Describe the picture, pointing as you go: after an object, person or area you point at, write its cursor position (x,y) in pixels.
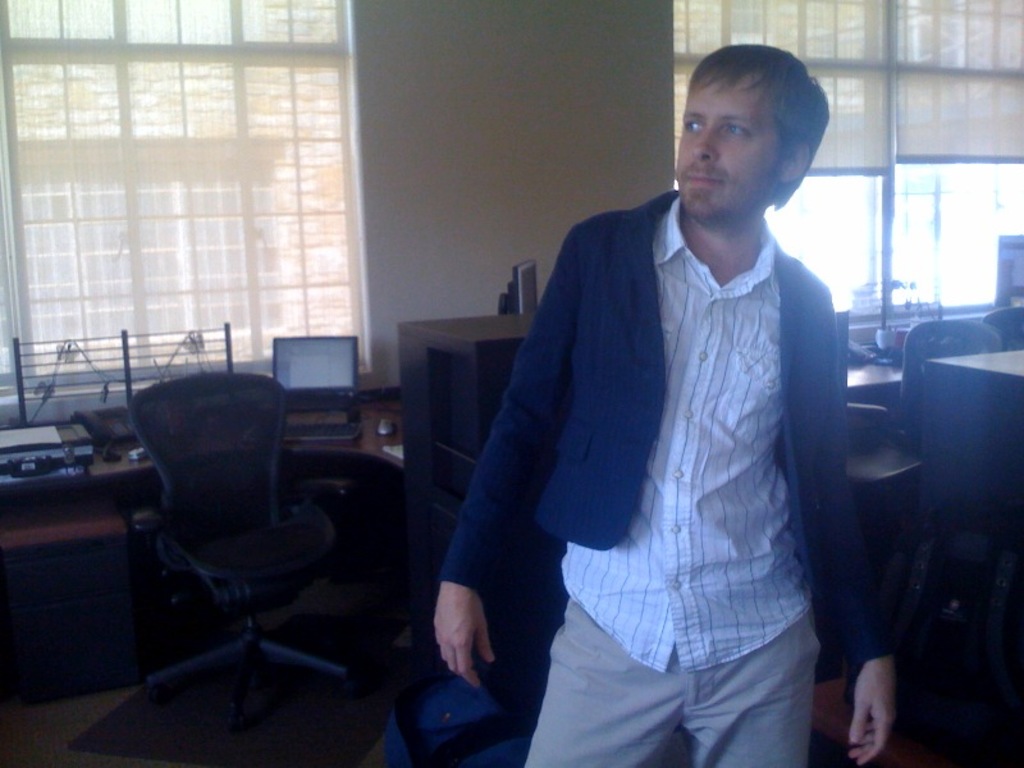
In this image i can see a person (687,490) standing. In the background (455,164) i can see few chairs (240,487), a laptop (289,389), the wall (373,309), windows (842,223) and the window blind (210,217).
